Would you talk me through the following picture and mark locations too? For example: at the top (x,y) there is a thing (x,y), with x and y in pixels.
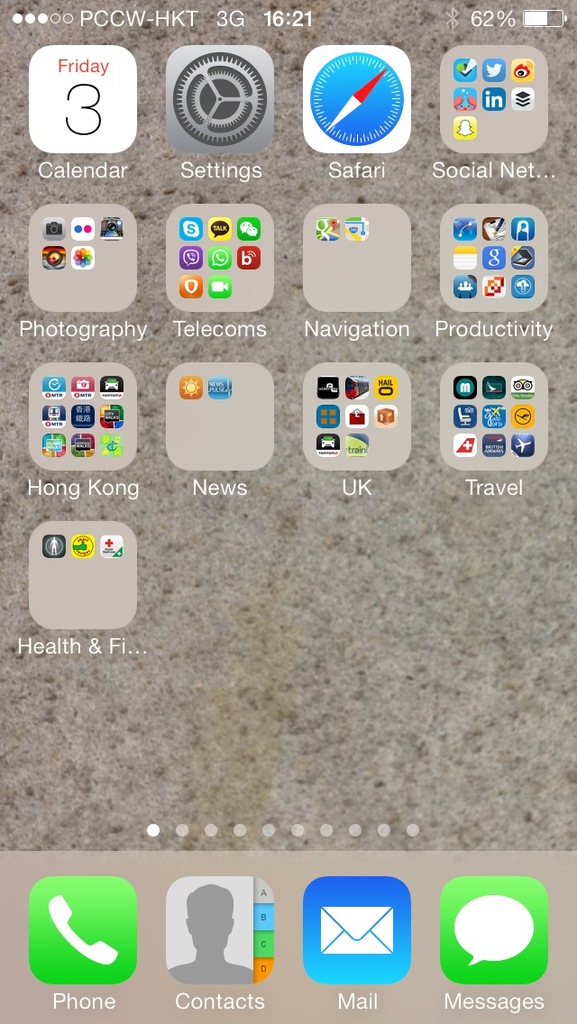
This is the screenshot of an iPhone (226,440). In this picture there are icons (83,105), text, time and wallpaper (342,519).
